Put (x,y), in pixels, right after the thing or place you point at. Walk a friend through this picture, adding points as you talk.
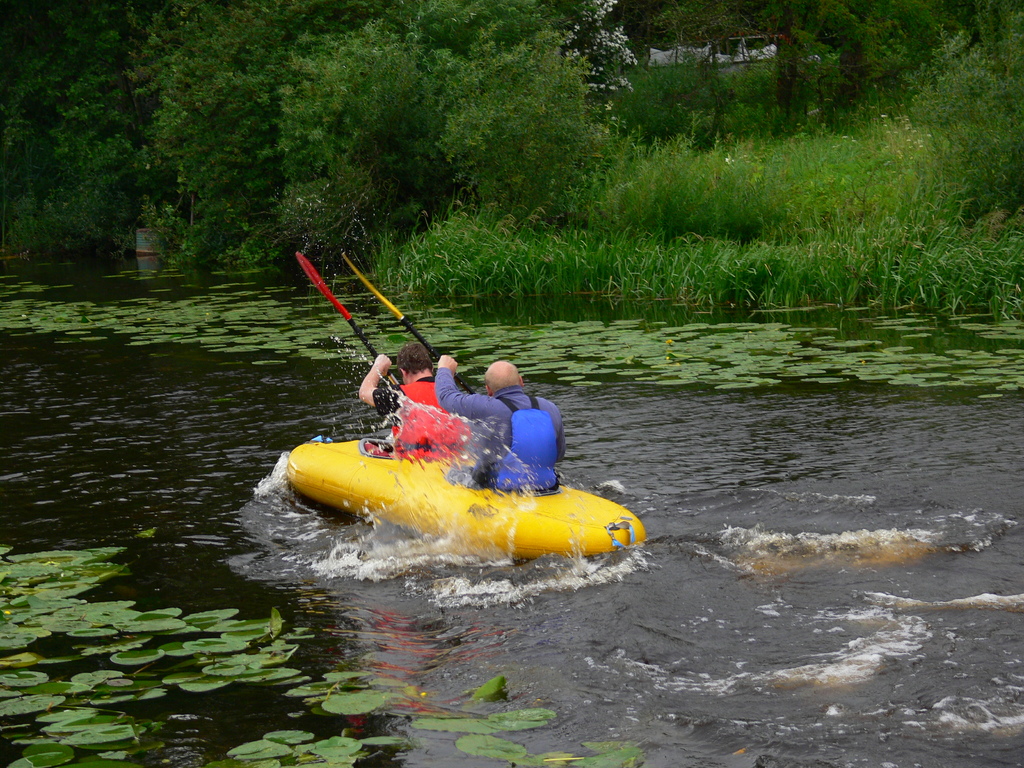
In this image two people (440,404) riding an inflatable boat (512,541) on a river (367,301), in the background (496,97) there are trees (534,97).
